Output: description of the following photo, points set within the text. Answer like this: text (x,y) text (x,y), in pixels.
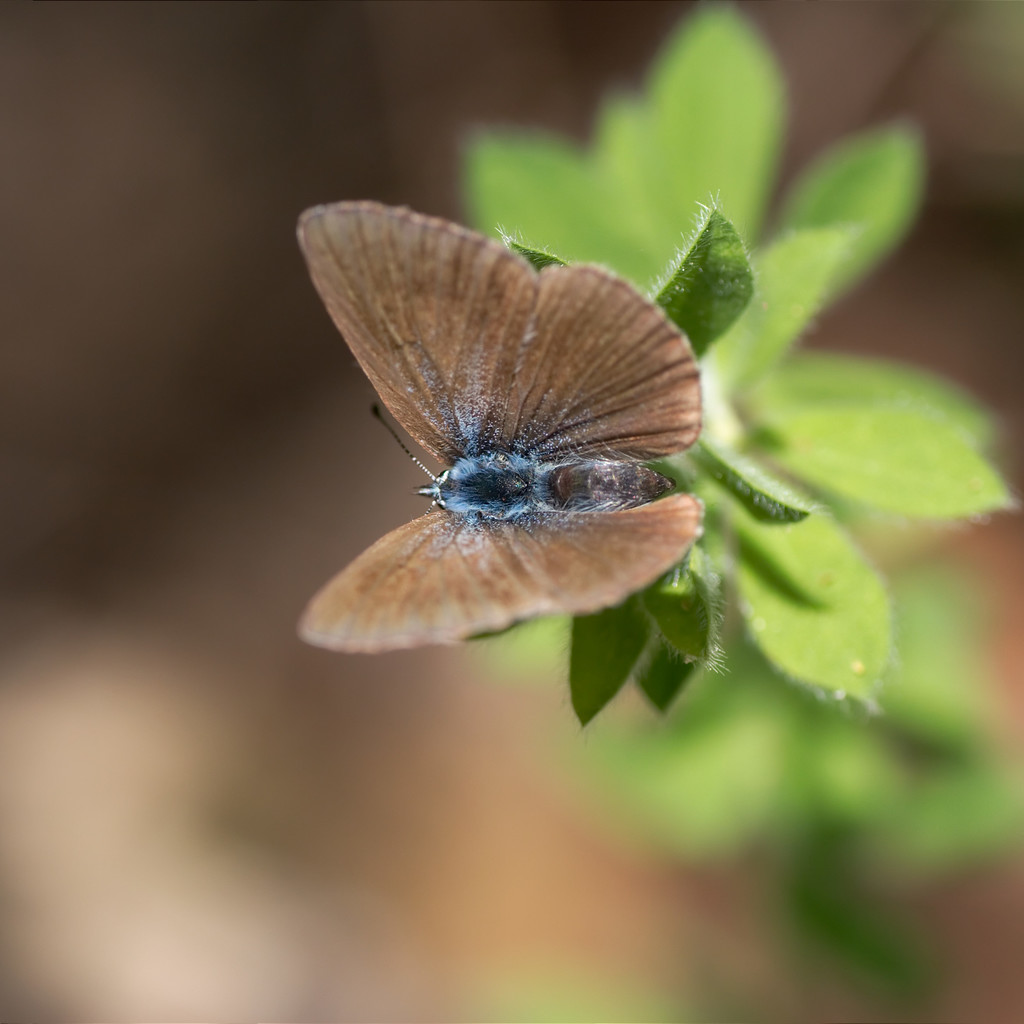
In this image there is a butterfly (554,414) on the plant (761,517) having few leaves (718,534). Butterfly (522,505) is having brown colour wings (494,605). Background (728,951) is blurry.
